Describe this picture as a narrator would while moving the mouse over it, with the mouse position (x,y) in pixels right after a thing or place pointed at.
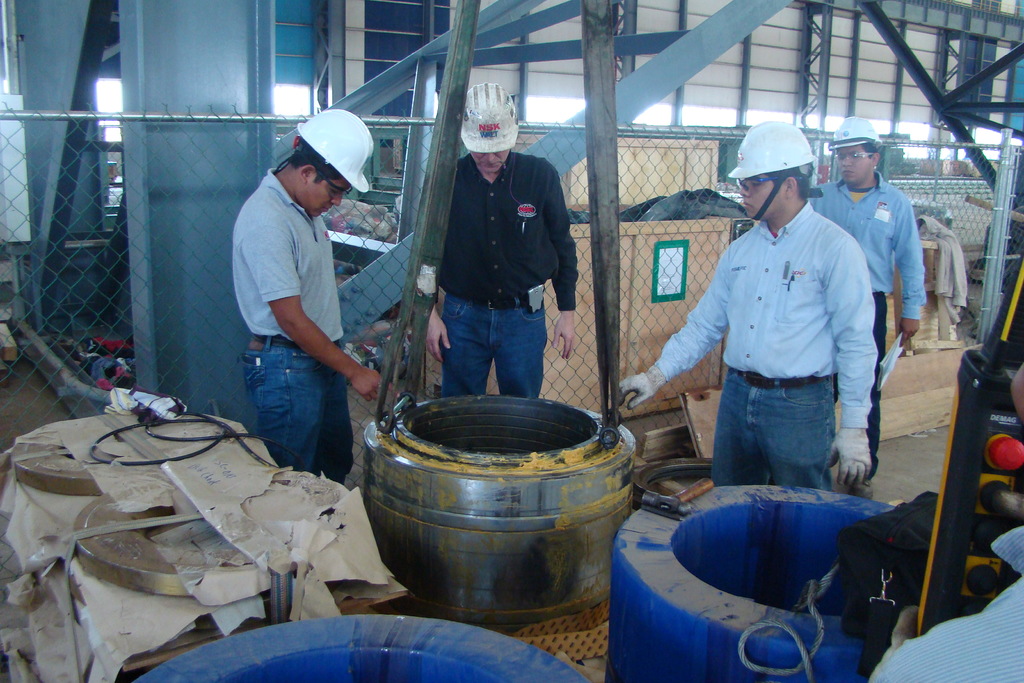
In this image I can see four persons (899,214) are standing on the floor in front of boxes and vessels (745,595). In the background (352,99) I can see metal rods (334,70), fence (238,120) and a wall (577,89). This image is taken in a factory (828,9).
